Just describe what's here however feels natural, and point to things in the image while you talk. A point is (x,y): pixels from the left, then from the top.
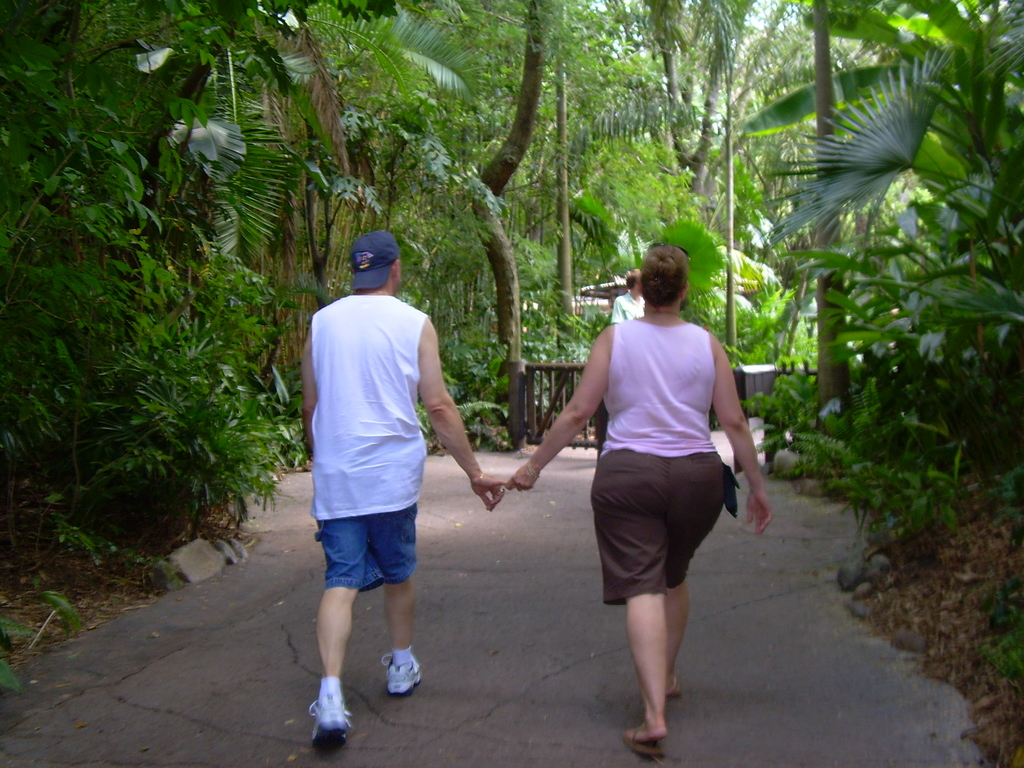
In this picture there are two persons (353,575) walking on the road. At the back (640,304) there is a person (615,314) behind the wooden railing (550,421). At the back (76,295) there are trees (685,134). At the bottom (729,645) there is a road (805,671) and there is mud (935,580).
